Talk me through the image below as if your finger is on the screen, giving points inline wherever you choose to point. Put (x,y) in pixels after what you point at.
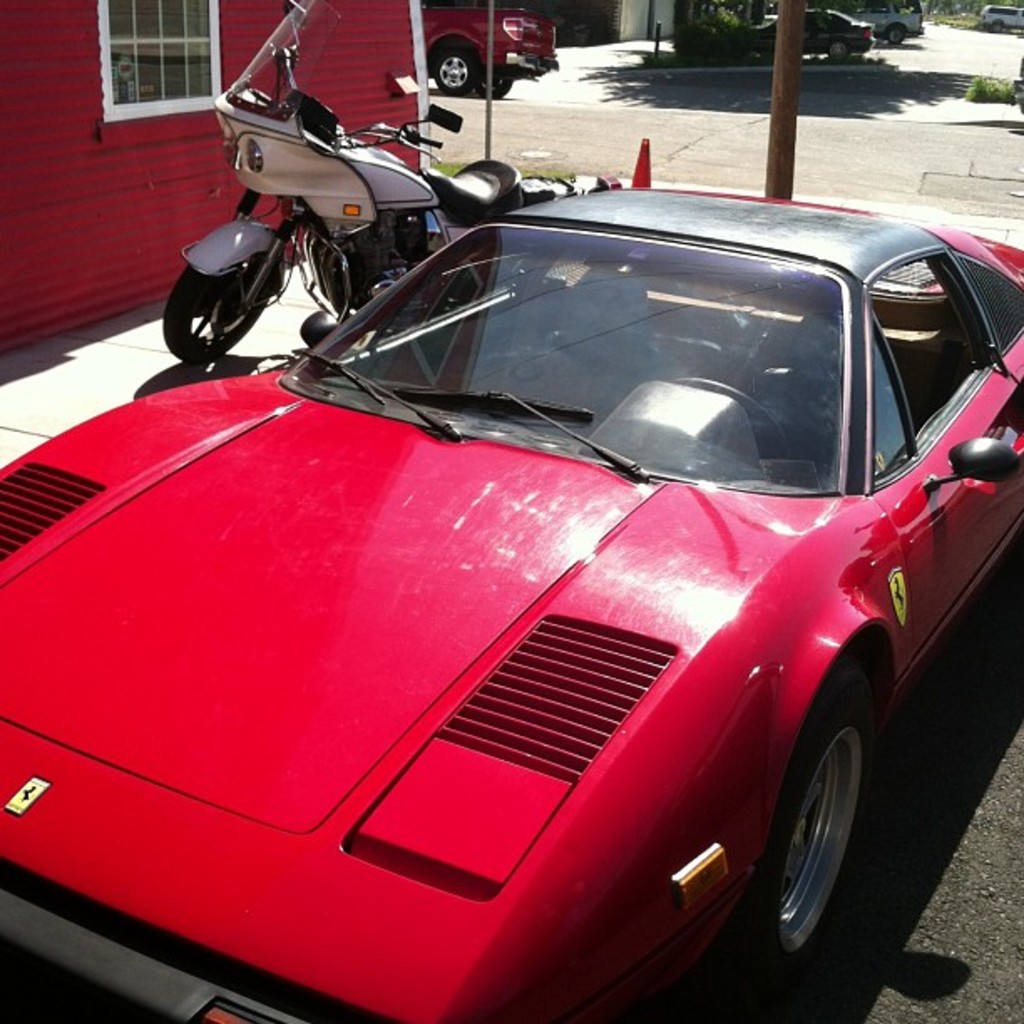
In this image we can see a car (560,383) and a bike (293,240) parked in front of a building (151,115). In the background (461,107) there is a road (942,71). On the road (565,65) there is a vehicle (550,37) and some trees (681,46).
